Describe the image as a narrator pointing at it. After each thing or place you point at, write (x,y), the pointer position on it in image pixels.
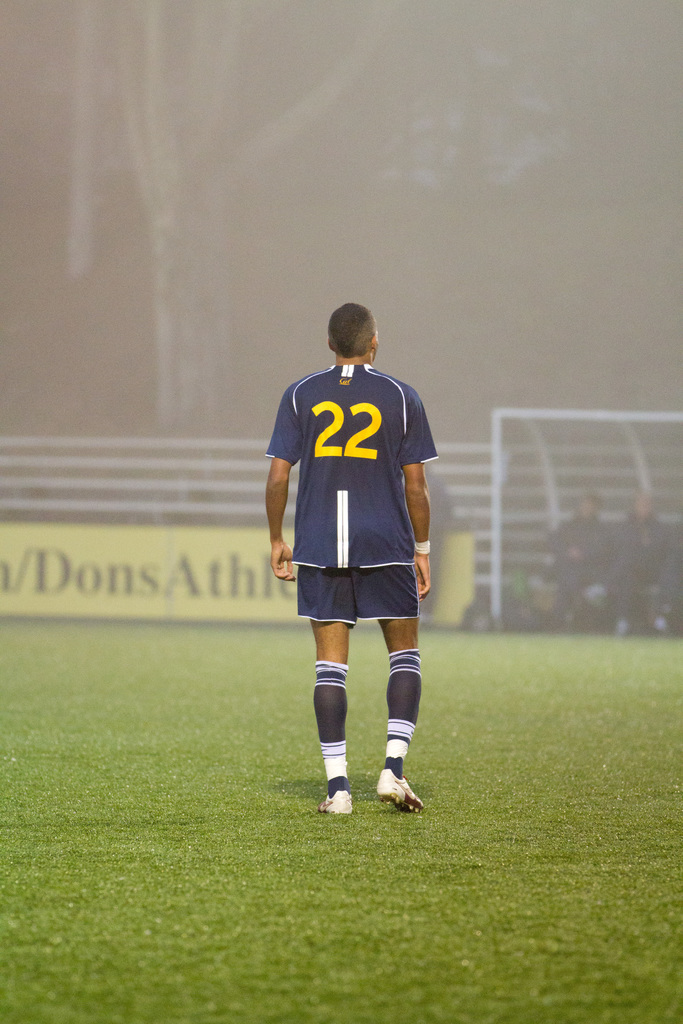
In the picture we can see a person (292,556) wearing blue color sports dress (323,555) standing in the middle of the ground (353,781) and in the background of the picture (628,542) there are some persons (575,573) sitting, there is fencing (223,501).
